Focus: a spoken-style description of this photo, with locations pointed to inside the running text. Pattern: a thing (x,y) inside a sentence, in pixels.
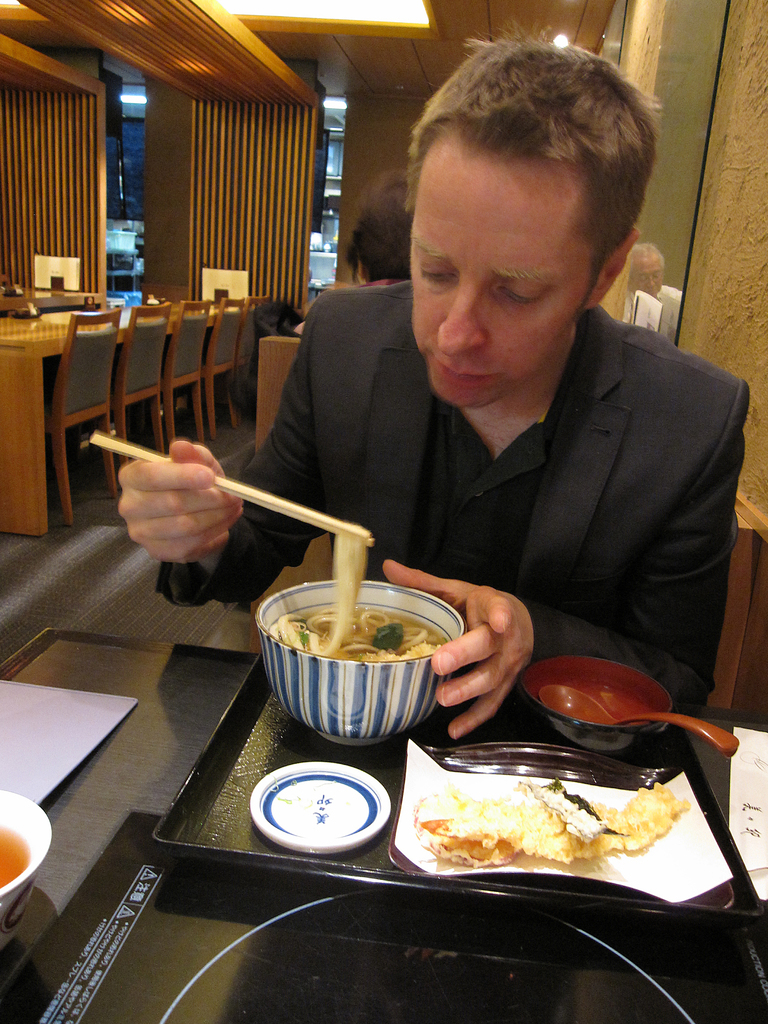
In the picture there is a man (601,569) eating noodles (345,616) with chopsticks (319,523), in front of him there is plate (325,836) with other food (498,847), this seems to be in a hotel (682,305). Behind him there are few more people (383,250), on ceiling (387,91) there are lights (387,2) and over the left side of the image (186,309) there are dining tables (59,331) with chairs (155,313).
